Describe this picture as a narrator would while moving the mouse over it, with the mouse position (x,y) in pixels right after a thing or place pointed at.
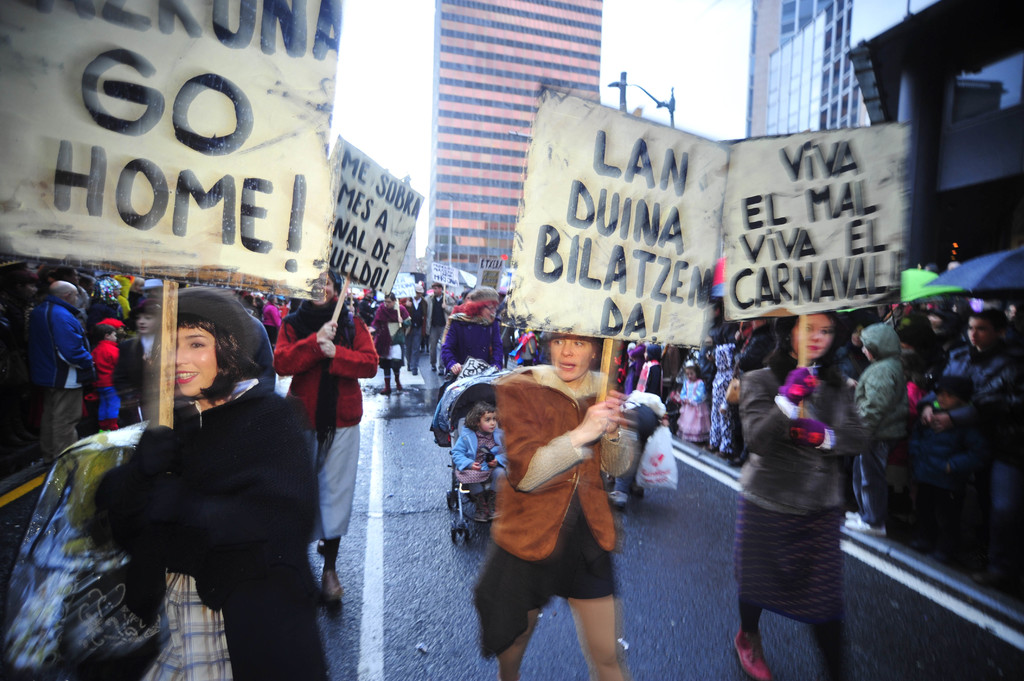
In this image we can see there are people (541,396) walking on the road (399,533) and holding boards (357,261). And there is a kid (473,432) sitting on the stroller (456,426). At the back (920,78) there are buildings (890,107), umbrellas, poles (627,83) and the sky (421,53).
